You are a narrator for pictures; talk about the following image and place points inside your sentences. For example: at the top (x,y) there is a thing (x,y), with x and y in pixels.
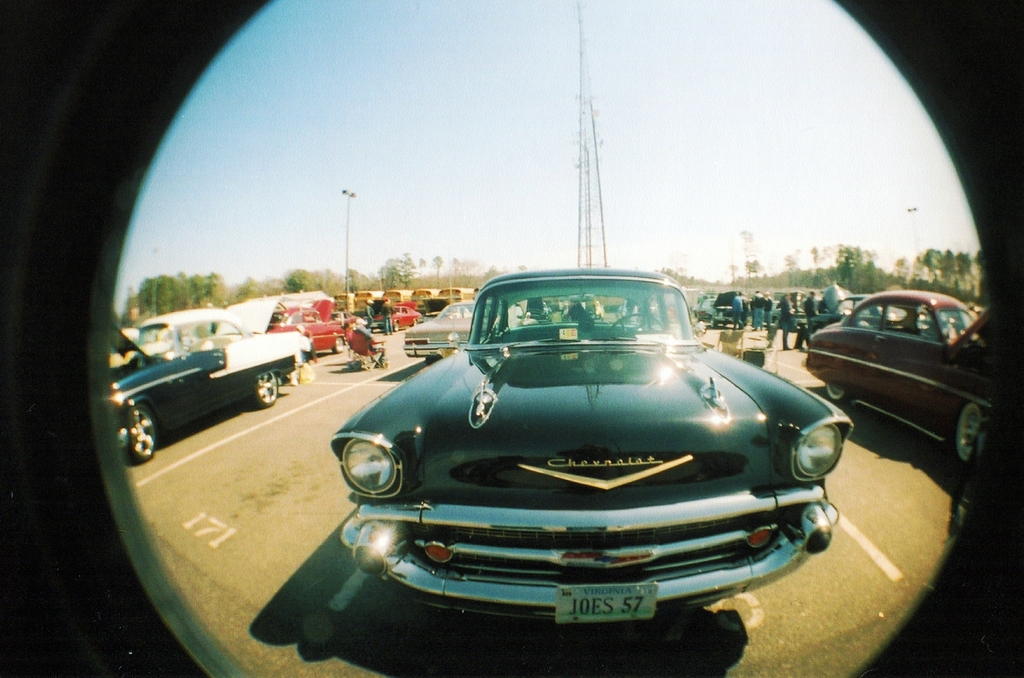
In this image I see number of cars (391,415) and I see number of people (803,315) and I see the road (330,375) on which there are white lines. In the background (507,259) I see the trees (927,264), 2 poles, a tower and the clear sky (472,107) and I see that it is dark on the sides.
